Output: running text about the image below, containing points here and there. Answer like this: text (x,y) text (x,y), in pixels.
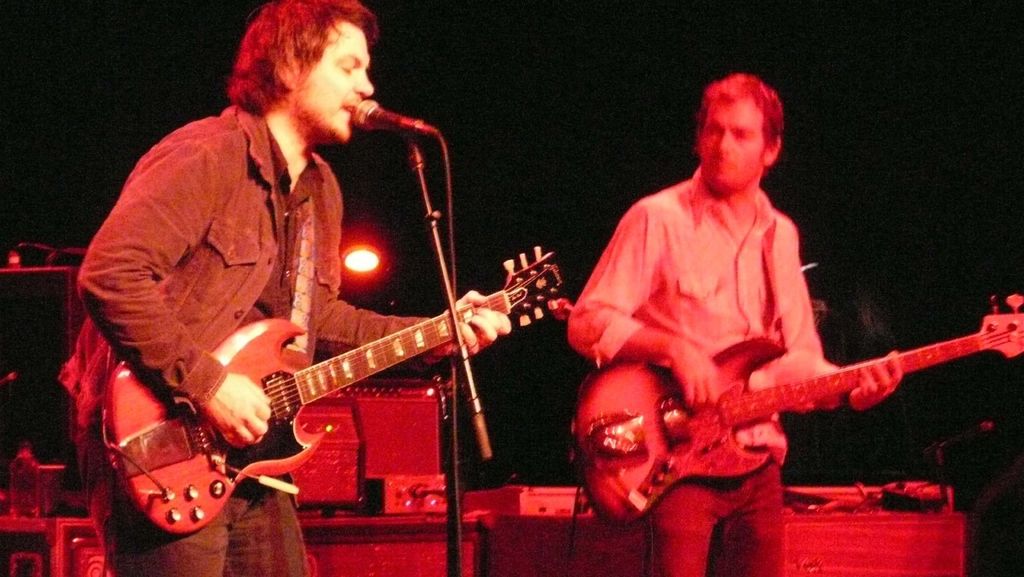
This picture shows two men (238,118) standing and a man (734,101) playing guitar (767,356) and a other man (124,214) singing with the help of a microphone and playing a guitar (418,335).
